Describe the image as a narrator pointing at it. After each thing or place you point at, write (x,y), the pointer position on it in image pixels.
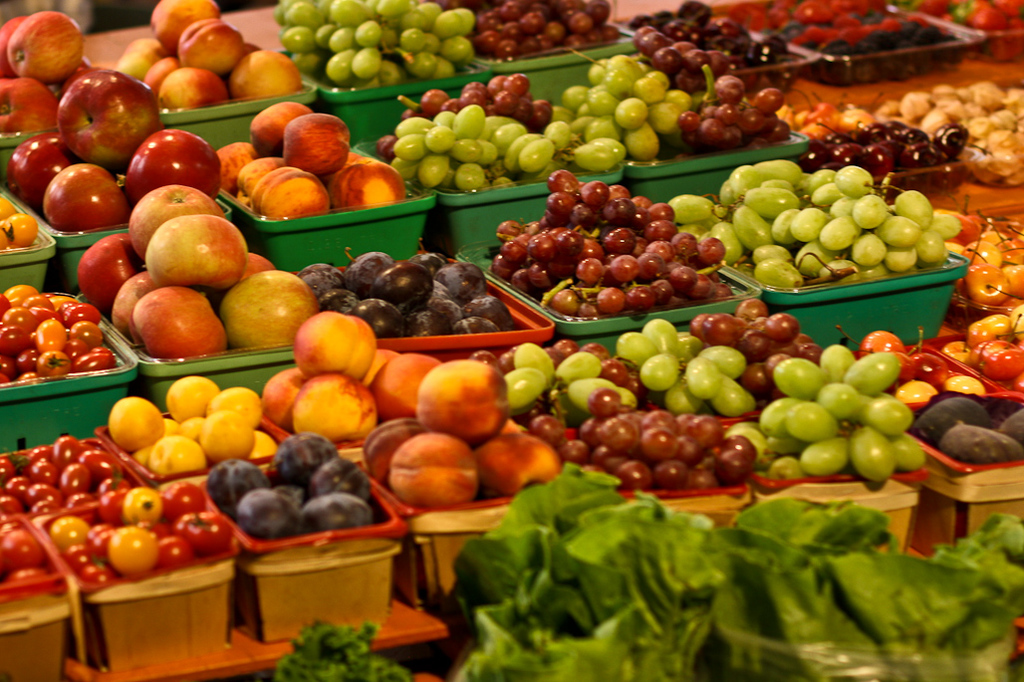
There are apples (71,113), grapes (796,420) and other fruits (66,462) arranged in the baskets (15,248), which are in different colors. In front of them, there are leaves (854,597) arranged.
